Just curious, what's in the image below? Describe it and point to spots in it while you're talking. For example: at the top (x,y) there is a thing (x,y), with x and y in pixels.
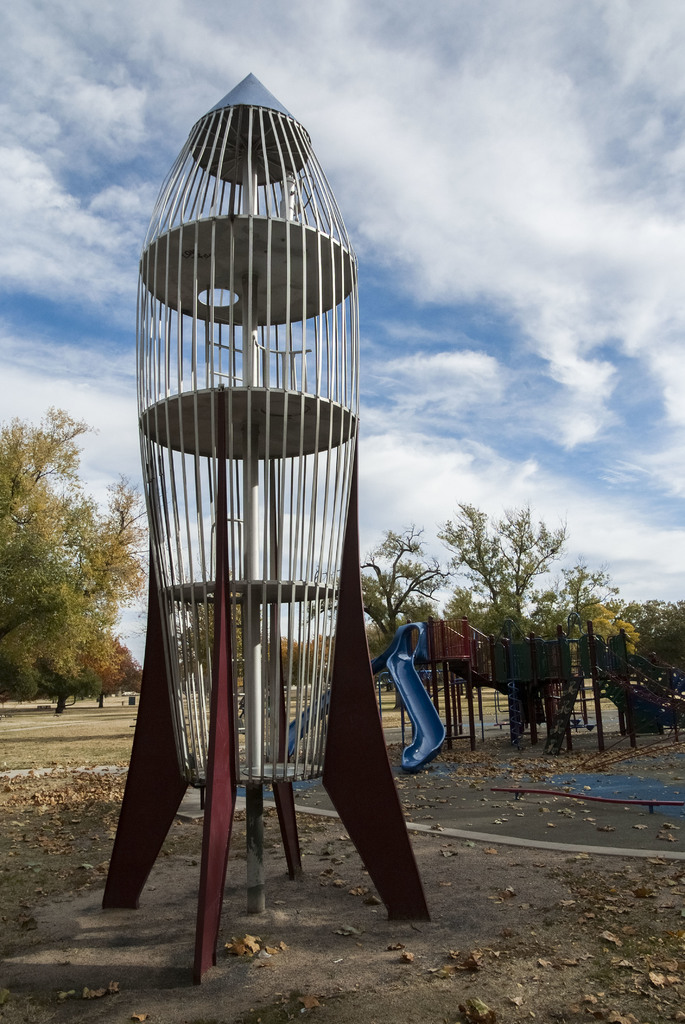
In this image there are few playing objects (325,649) are on the land (394,921) having few trees (27,613). Top of the image (461,330) there is sky (506,382) with some clouds (601,425).
